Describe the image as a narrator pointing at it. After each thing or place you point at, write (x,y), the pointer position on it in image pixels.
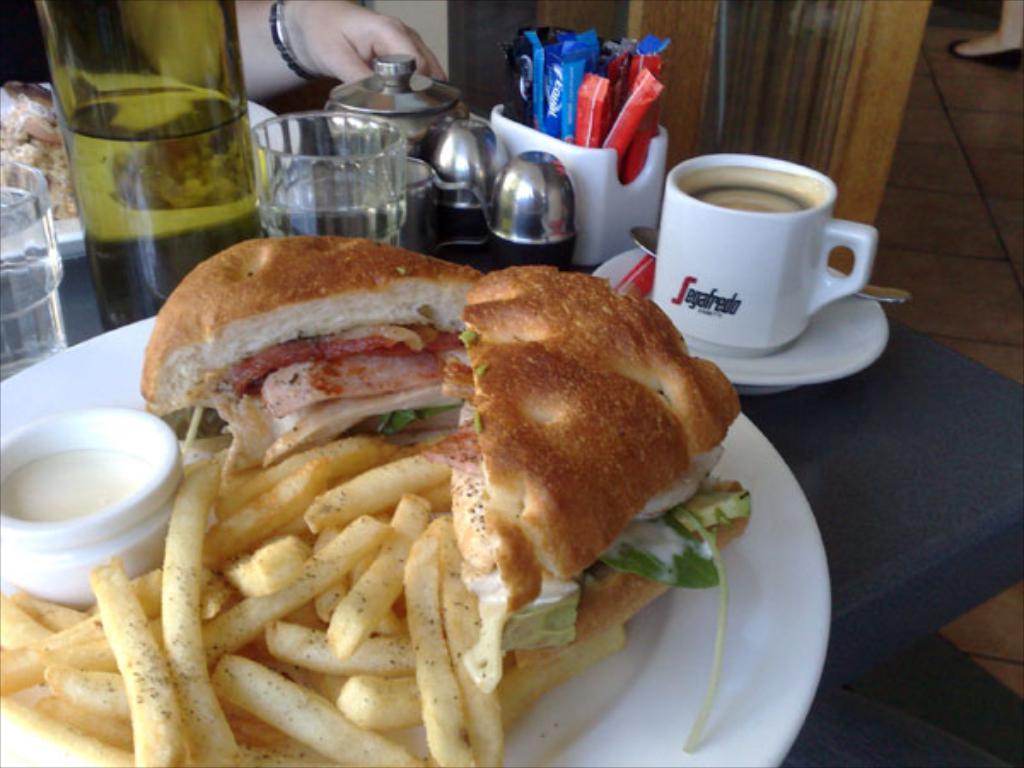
In this picture we can see plates (622,712), food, fries (154,746), cup (807,270), saucer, glasses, holder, bottle (211,150) and objects (443,99) on the table (839,385). We can see person's hand (369,43). In the background of the image (964,159) we can see floor (975,139) and person's leg (964,45) with footwear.
